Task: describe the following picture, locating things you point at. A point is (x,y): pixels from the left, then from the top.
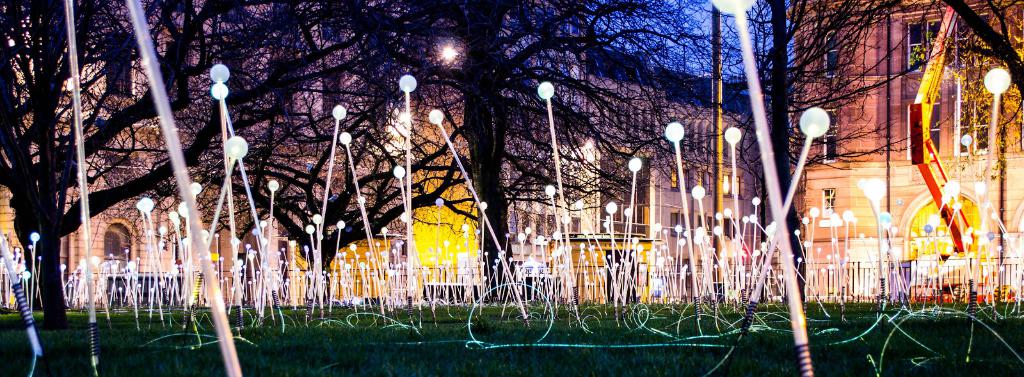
In this image, we can see grass (592,373) on the ground (591,351), there are some lights (253,204), there are some trees (541,68), we can see some buildings (976,142).
